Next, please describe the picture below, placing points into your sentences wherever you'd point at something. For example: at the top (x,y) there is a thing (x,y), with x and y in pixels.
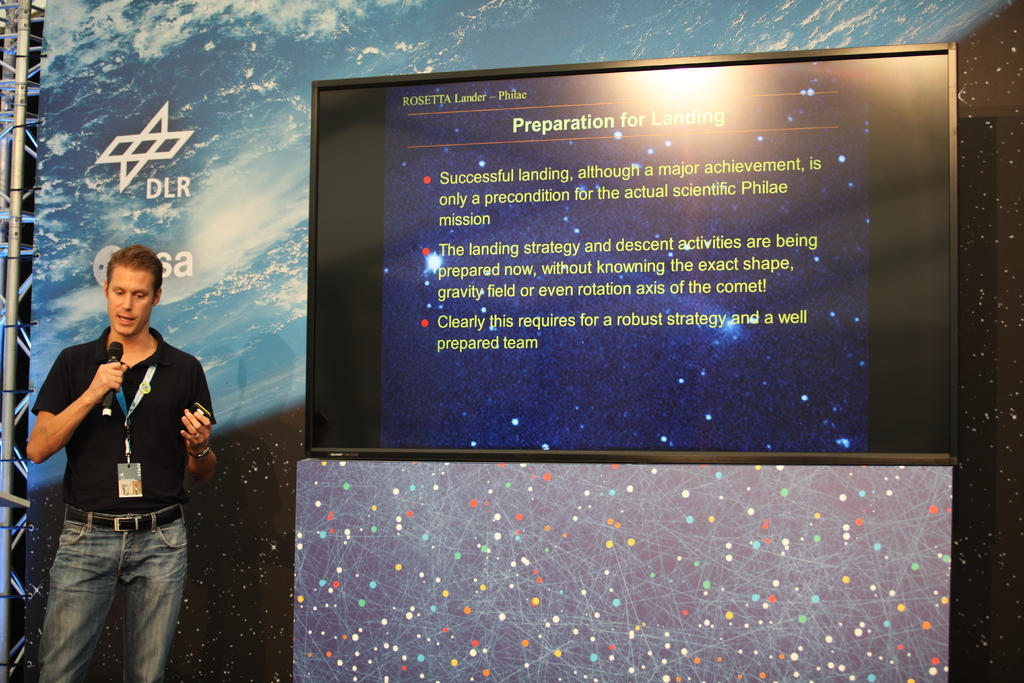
In this image, on the left side (167,361), we can see a man (148,490) wearing a black color shirt (145,492) is standing and holding a microphone (108,394) on one hand (106,389) and some object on the other hand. On the right side (721,311), we can see a monitor (669,290), on the monitor (637,251), we can see some text (605,251) written on it. In the background (135,50), we can see a screen (219,285) with some pictures (301,440) and text (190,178) written on it. On the left side (25,78), we can see a pole (17,62).
